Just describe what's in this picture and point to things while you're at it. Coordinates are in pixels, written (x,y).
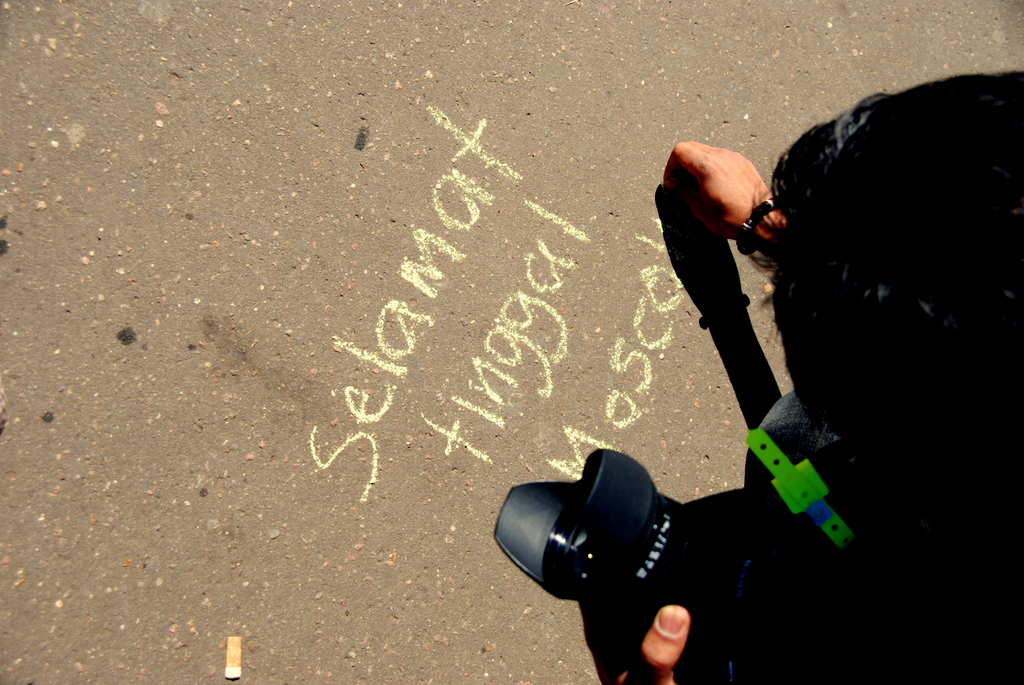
Here in this picture we can see a person (877,252) present over a place and holding a camera (630,561) in hand (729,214) and something is written on the ground (477,338) with chalk piece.
